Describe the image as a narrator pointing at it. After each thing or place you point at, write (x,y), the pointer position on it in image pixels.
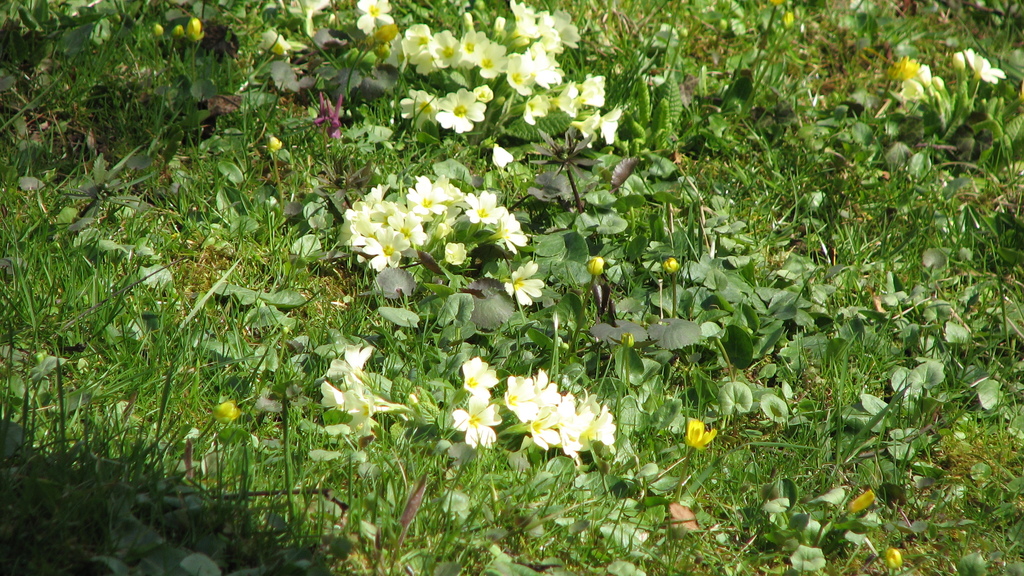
In the image we can see there are flowers (402,229) which are in white colour and there are plants (505,329) on the ground (505,329). The ground (576,332) is covered with grass (208,492).
